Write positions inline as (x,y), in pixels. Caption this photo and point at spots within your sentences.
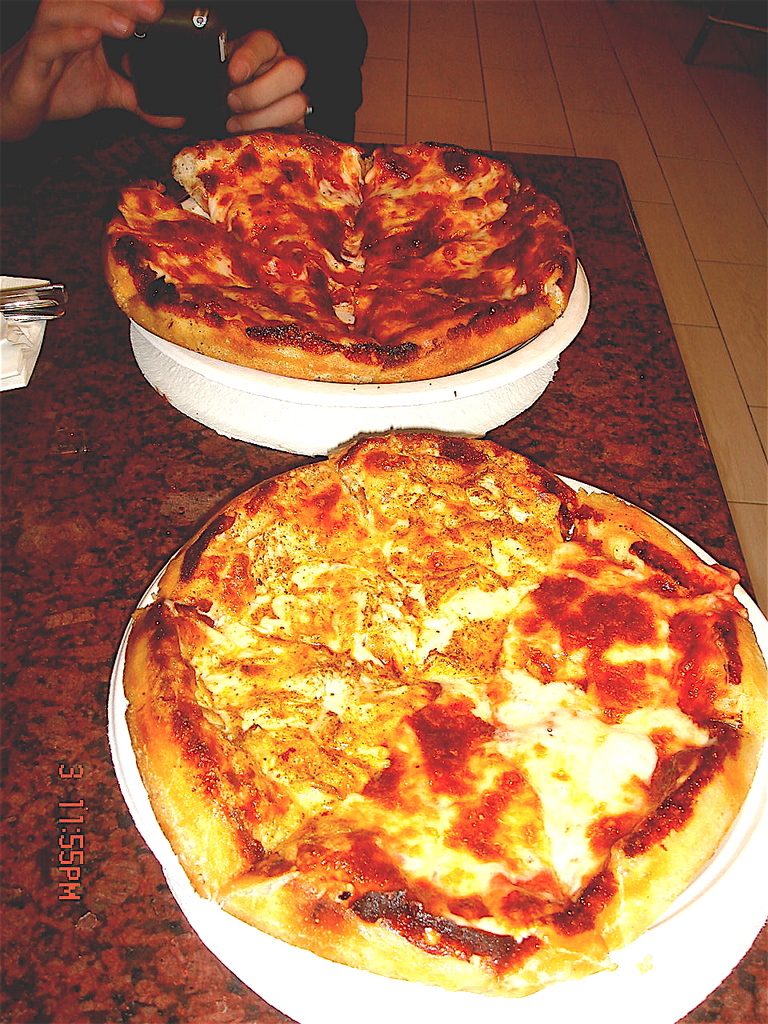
In the foreground of this image (471,708), on the platters (647,950) there are two pizzas (494,539) on it. On the top (196,72), there is a man (81,48) holding camera (170,58) and there is the floor (578,91).
